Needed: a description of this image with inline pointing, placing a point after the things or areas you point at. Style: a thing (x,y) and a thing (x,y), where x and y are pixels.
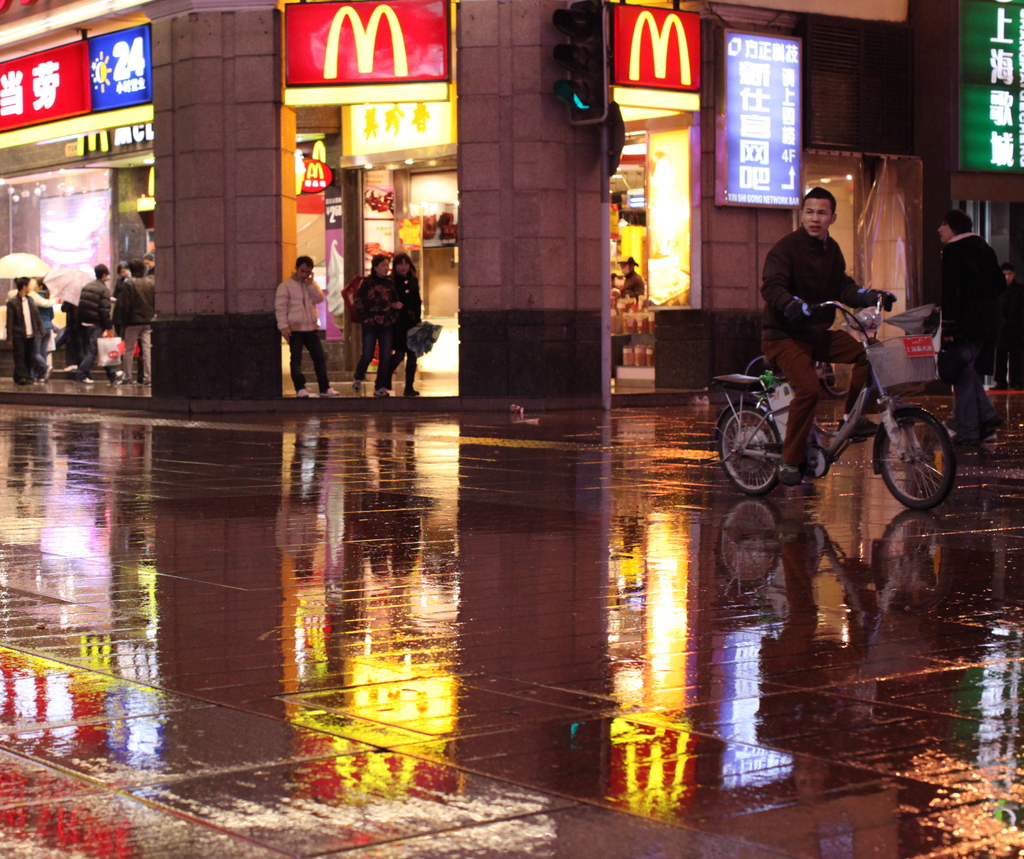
This picture is kept in the city. On the right of the picture (885,293), we see man (815,275) in black jacket (808,294) is riding bicycle (889,428). Beside him, an old man (972,262) in black shirt (982,280) is walking. Behind this man (962,316), we see many stalls (354,191) and people (392,284) are standing before the stall (118,202). Beside them, we see two pillars (551,287). On one of the pillar (507,97), we see traffic light (586,123). Beside this pillar (504,85), we see hoarding boards (339,48).
